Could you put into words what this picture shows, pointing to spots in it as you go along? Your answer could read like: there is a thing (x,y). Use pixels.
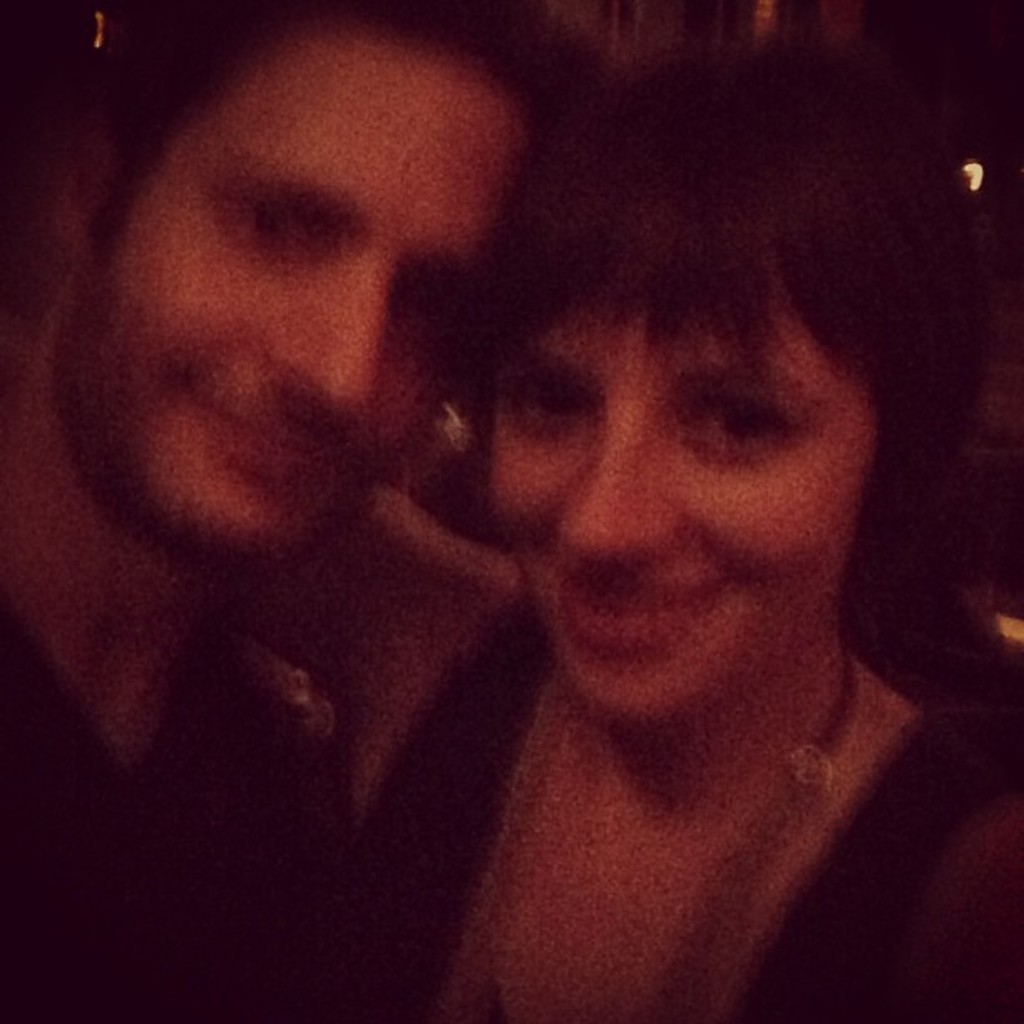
There is a couple (394,523) here. The man (297,293) is on the left side (227,424) and the woman (656,530) is on the right side (719,547). Both are smiling. These guys (700,553) are posing for a picture. They are located in a very dim light. The woman (726,552) is wearing a chain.
